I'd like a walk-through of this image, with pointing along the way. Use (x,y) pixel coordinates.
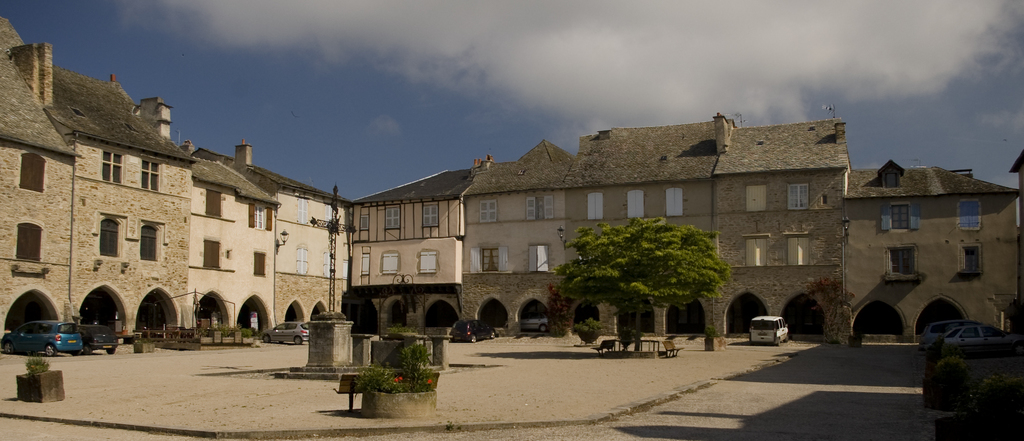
In this image we can see buildings (391,221), trees (610,265), plants (379,370), bench (346,389), cars (53,351), sky (433,160) and clouds (447,62).
